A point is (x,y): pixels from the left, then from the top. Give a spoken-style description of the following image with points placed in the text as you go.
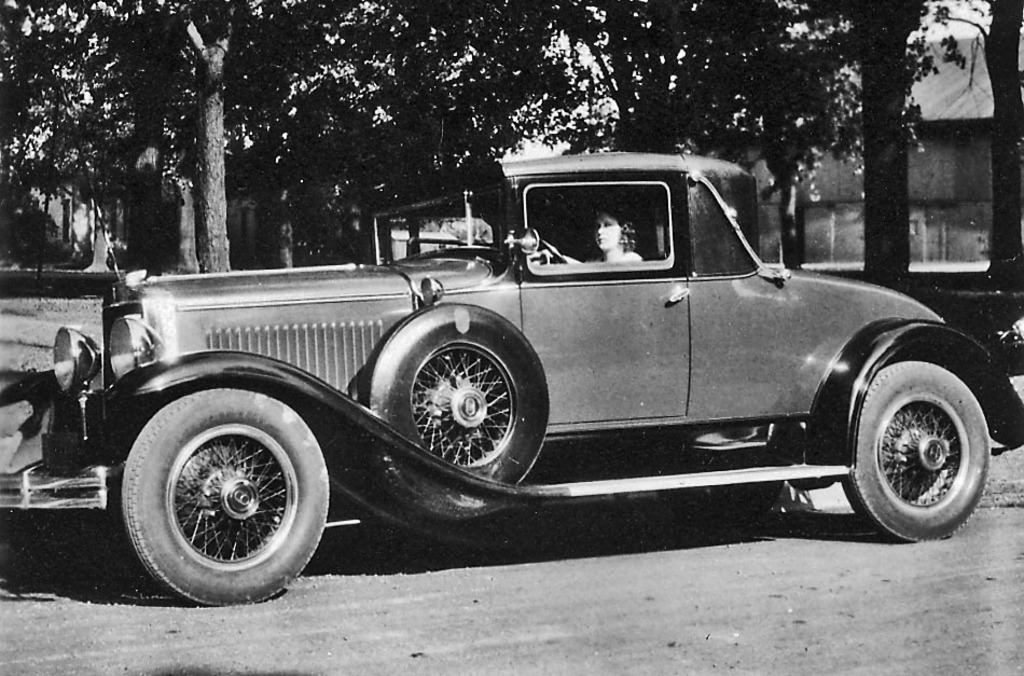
In this image we can see a black and white picture of a car (604,369) and a woman (624,254) sitting in the car (570,221) and there are few trees (764,92) and a building (964,181) in the background (964,130).
